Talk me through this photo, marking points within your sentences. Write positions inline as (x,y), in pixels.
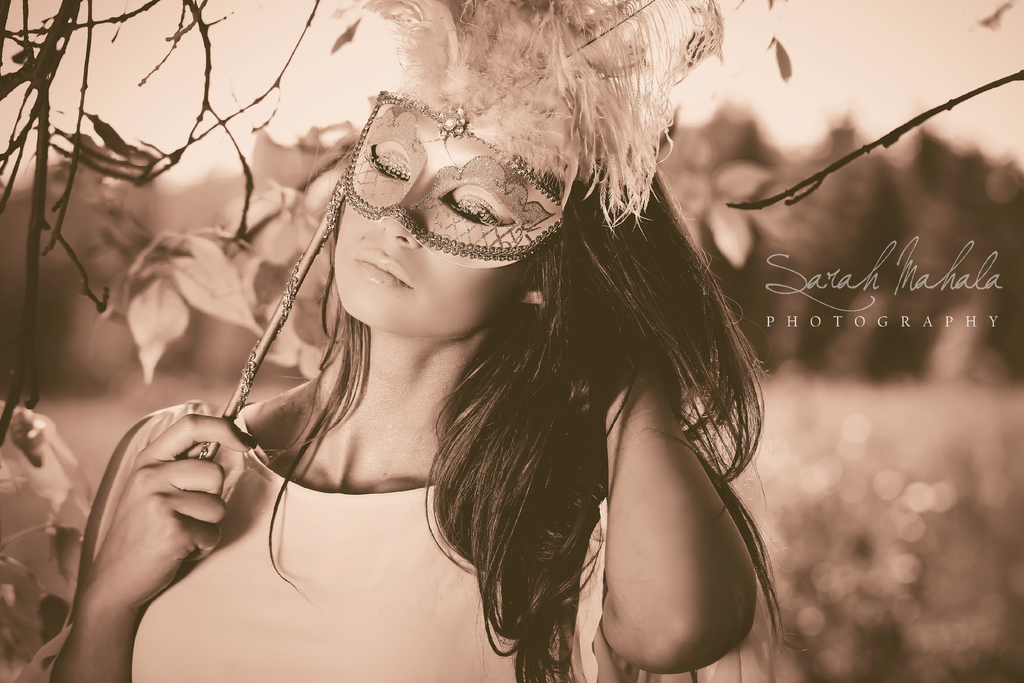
This is an edited image and here we can see a lady (380,346) holding an artificial eye mask (424,187) and in the background (780,207), there is some text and we can see twigs (75,165) and leaves (147,277).
